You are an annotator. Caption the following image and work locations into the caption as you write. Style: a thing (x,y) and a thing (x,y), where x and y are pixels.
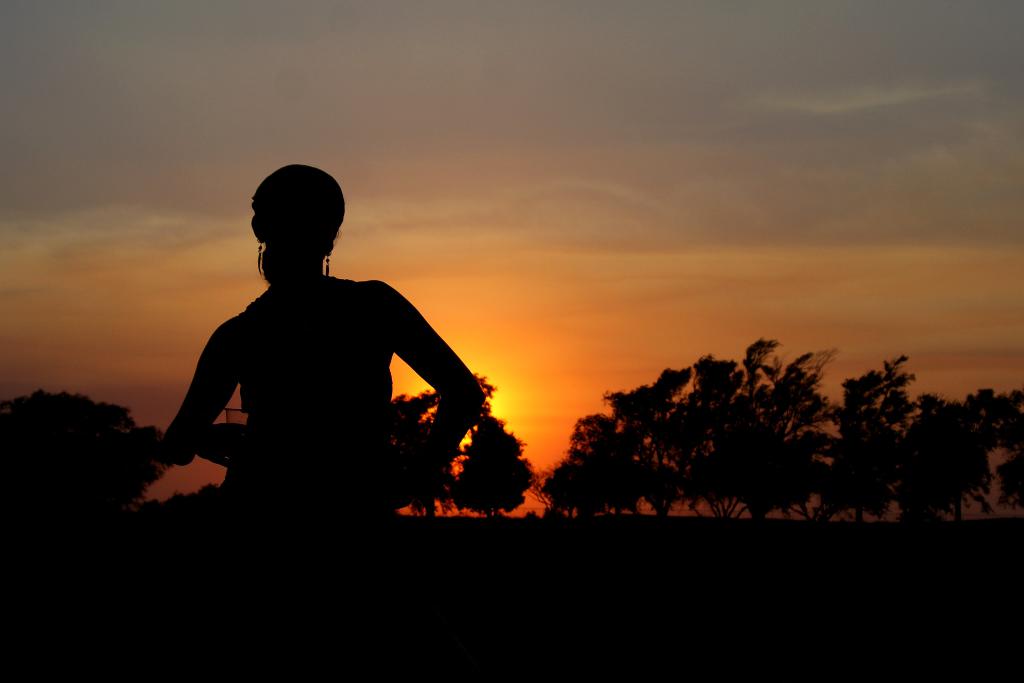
In the picture we can see a woman (326,409) standing in the dark and behind her we can see trees (876,471) and sky (617,329) with sunshine (511,407).
